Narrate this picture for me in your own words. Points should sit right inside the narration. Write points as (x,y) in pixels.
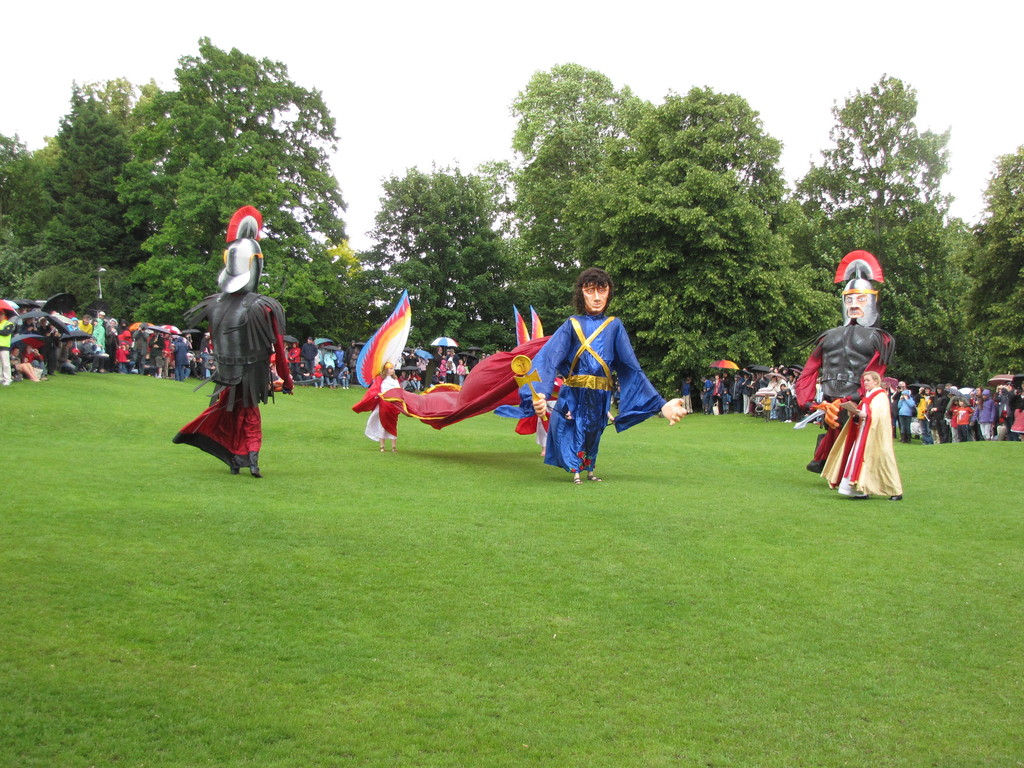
In this picture we can see some people (232,357) in the fancy dresses (582,388) are standing on the grass (318,444). Behind the fancy dresses people (373,369), there are groups of people (111,338) standing and holding the umbrellas (37,337) and some people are sitting. Behind the people (793,397) there are trees (481,172) and the sky (483,36).
